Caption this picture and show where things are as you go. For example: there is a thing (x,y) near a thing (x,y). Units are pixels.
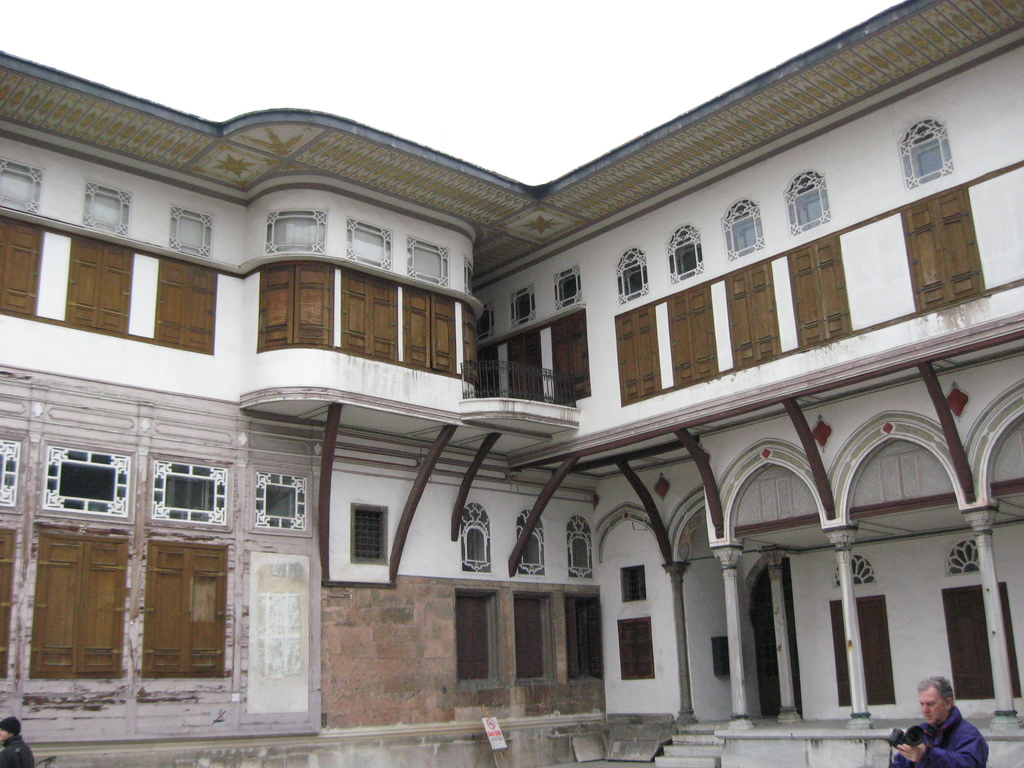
In this picture we can see a building (117,532) and a few windows (952,618) on it. There are few arches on this building (836,682). We can see a person (11,765) on the left side (16,736). There is another person (927,721) holding a camera (921,734) on the right side (958,762).
